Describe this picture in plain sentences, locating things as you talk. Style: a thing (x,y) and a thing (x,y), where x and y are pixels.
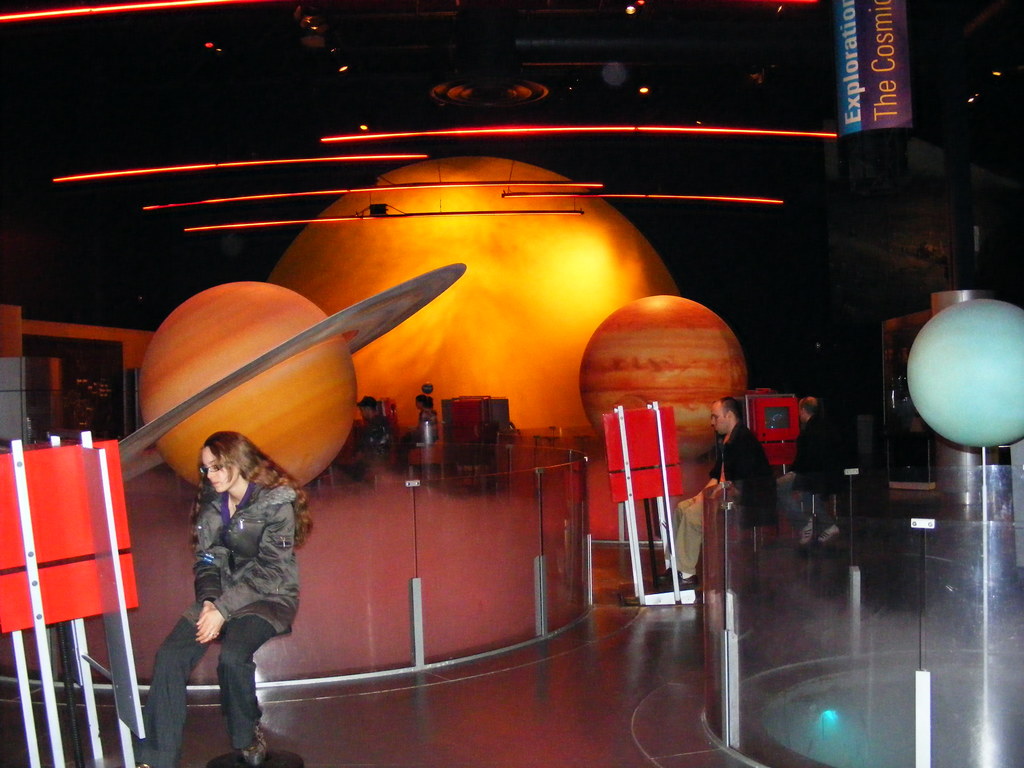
In the left side (289,605) a beautiful girl (294,601) is sitting, she wore a coat (285,564), trouser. In the right side (693,535) a man (740,484) is sitting. In the middle (460,361) it looks like a solar system (477,335).
